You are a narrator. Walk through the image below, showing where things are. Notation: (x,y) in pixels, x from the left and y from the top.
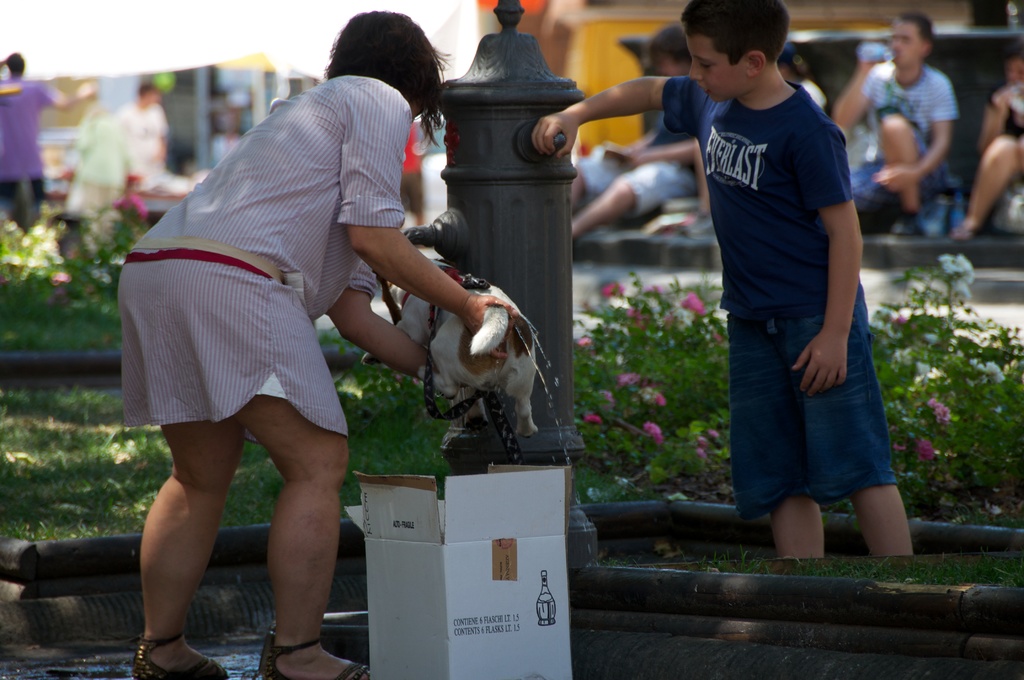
In this image, I can see a woman (303,430) standing and holding a dog (486,344). This looks like a water pump (544,258). Here is a boy (733,404) standing. This is a cardboard box (492,581). I can see the pipes (870,595) and the grass (68,436). These are the plants (668,402) with the flowers (996,368). In the background (926,103), I can see few people (872,79) sitting and few people (136,110) standing.
